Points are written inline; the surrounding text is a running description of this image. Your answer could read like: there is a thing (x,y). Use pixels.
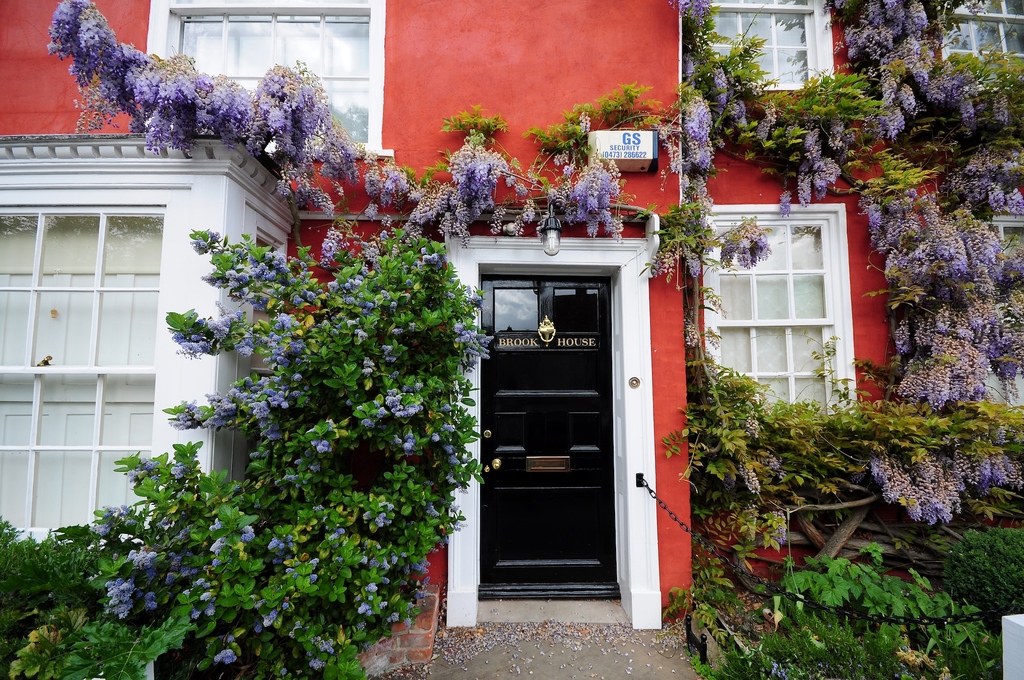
In this image we can see a building (616,40), windows (732,335), door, board (639,135), light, plants (310,420), chain (729,560), and flowers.
